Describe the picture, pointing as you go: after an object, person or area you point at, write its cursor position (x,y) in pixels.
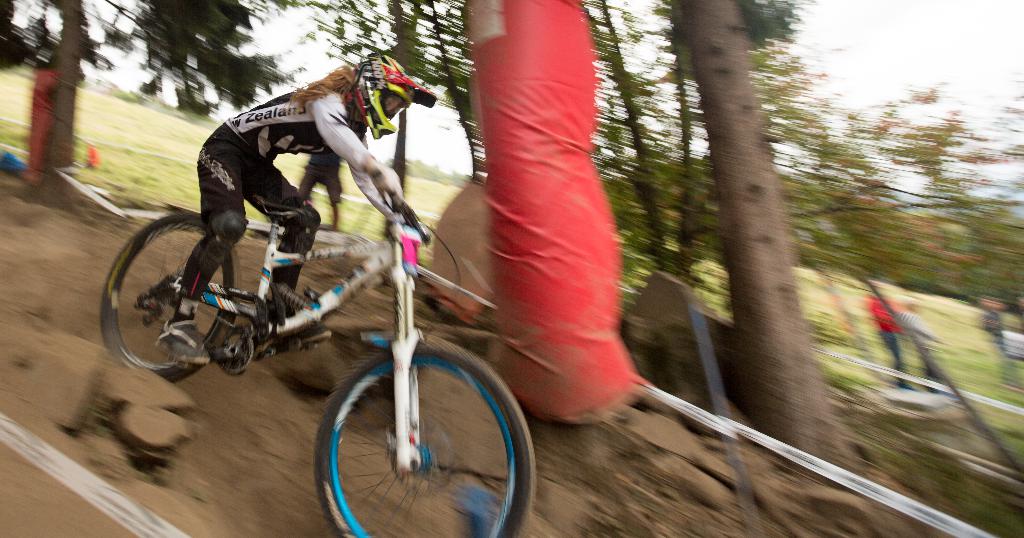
In this picture we can see a woman (203,174) wore a helmet (366,66), shoes (200,355) and riding a bicycle (176,221) on the ground (292,422), trees (666,181) and some people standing and in the background (162,90) we can see the sky (391,39).
